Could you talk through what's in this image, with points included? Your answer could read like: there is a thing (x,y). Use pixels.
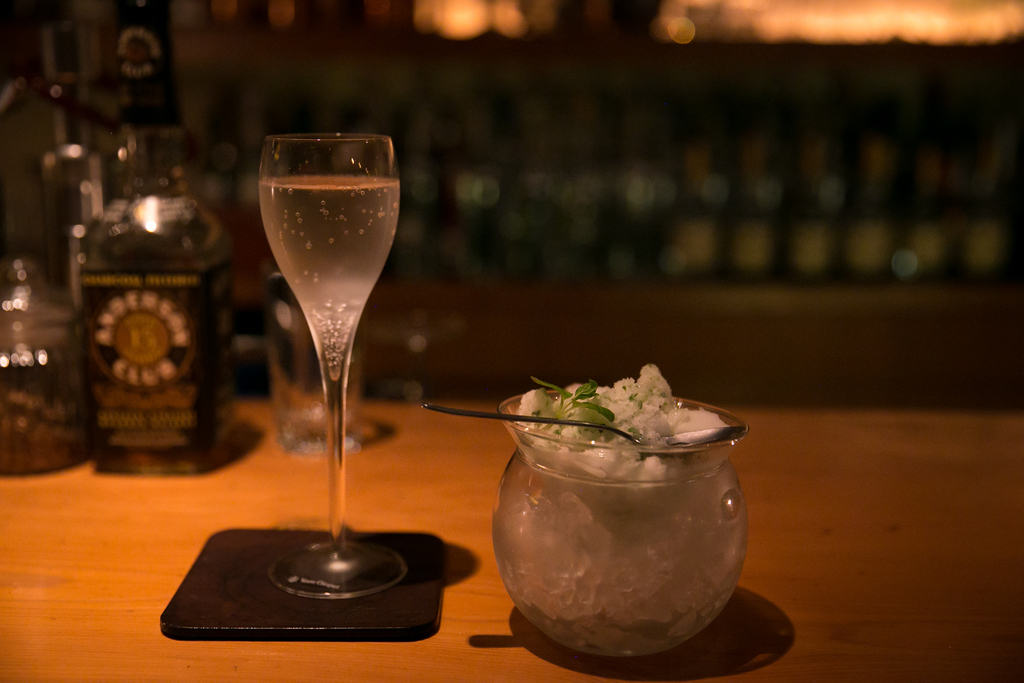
In the picture we can see a table (747,671) on it, we can see a jar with some ice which is white in color and some leaf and besides it, we can see a glass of drink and on the small black color mat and behind it we can see some wine bottle (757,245) and some glass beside it.
